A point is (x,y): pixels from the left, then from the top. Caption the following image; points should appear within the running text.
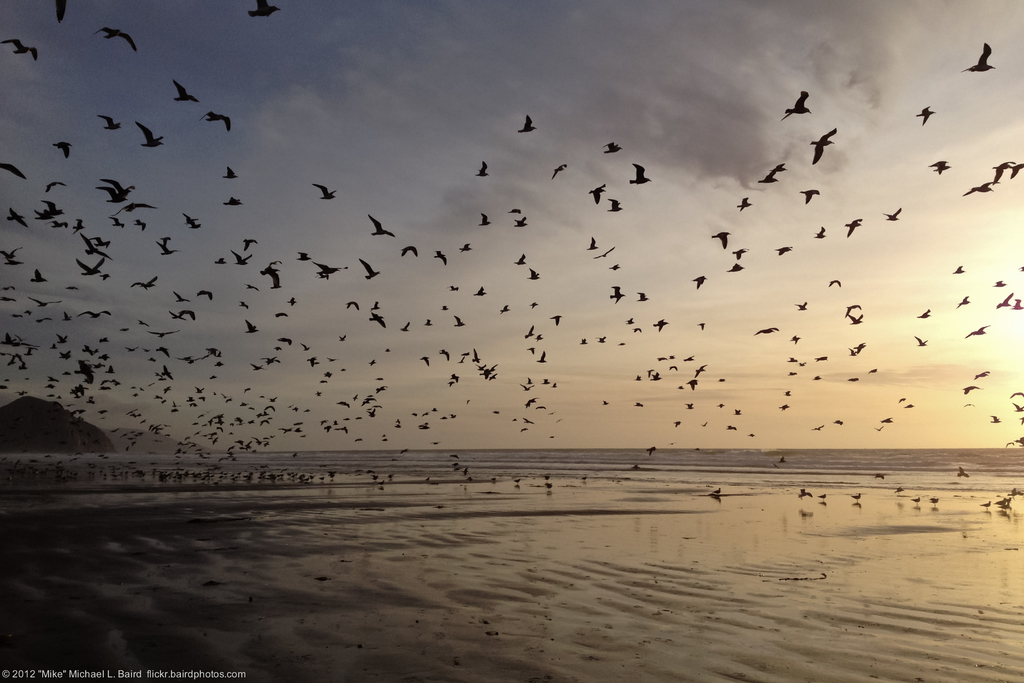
Here we can see birds (101,340) flying on the sky (113,345) and there are few birds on the sand (437,572) and on the left (144,428) there is a mountain (25,428). In the background (343,434) we can see water (376,463) and clouds (61,381) in the sky (425,139).
